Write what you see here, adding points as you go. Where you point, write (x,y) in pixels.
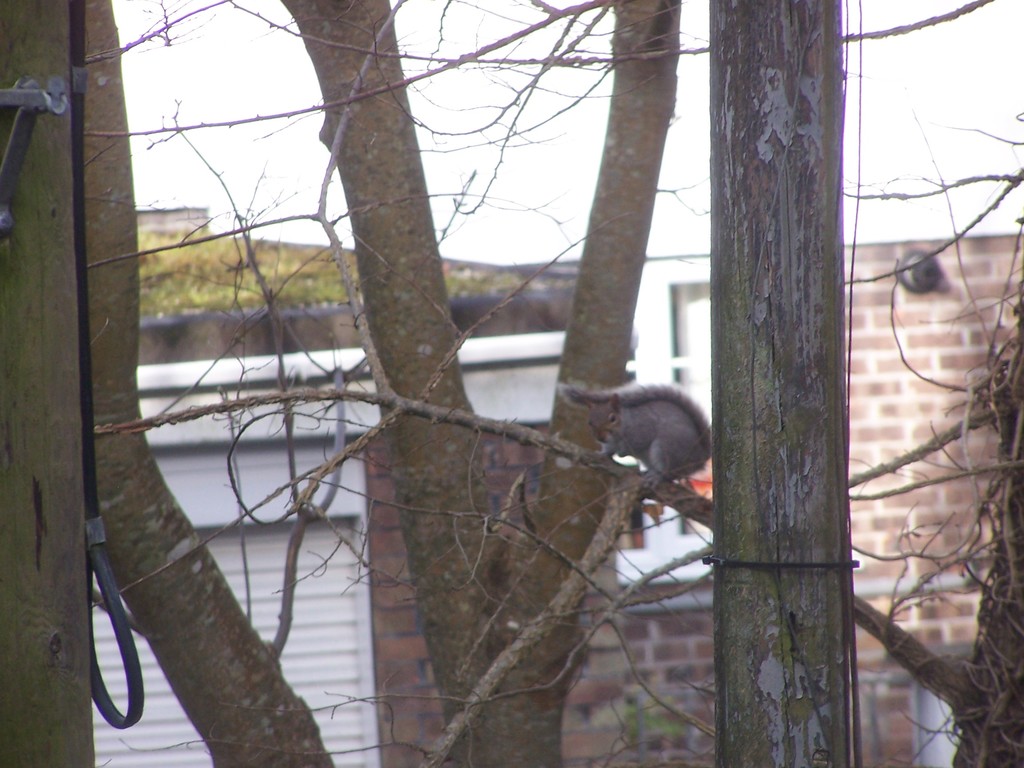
Here I can see a tree (492,556) on which there is a squirrel (647,453) which is facing towards the left side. In the background (274,281), I can see few trees (116,209) and buildings (902,321). At the top (937,69) I can see the sky (917,65).
